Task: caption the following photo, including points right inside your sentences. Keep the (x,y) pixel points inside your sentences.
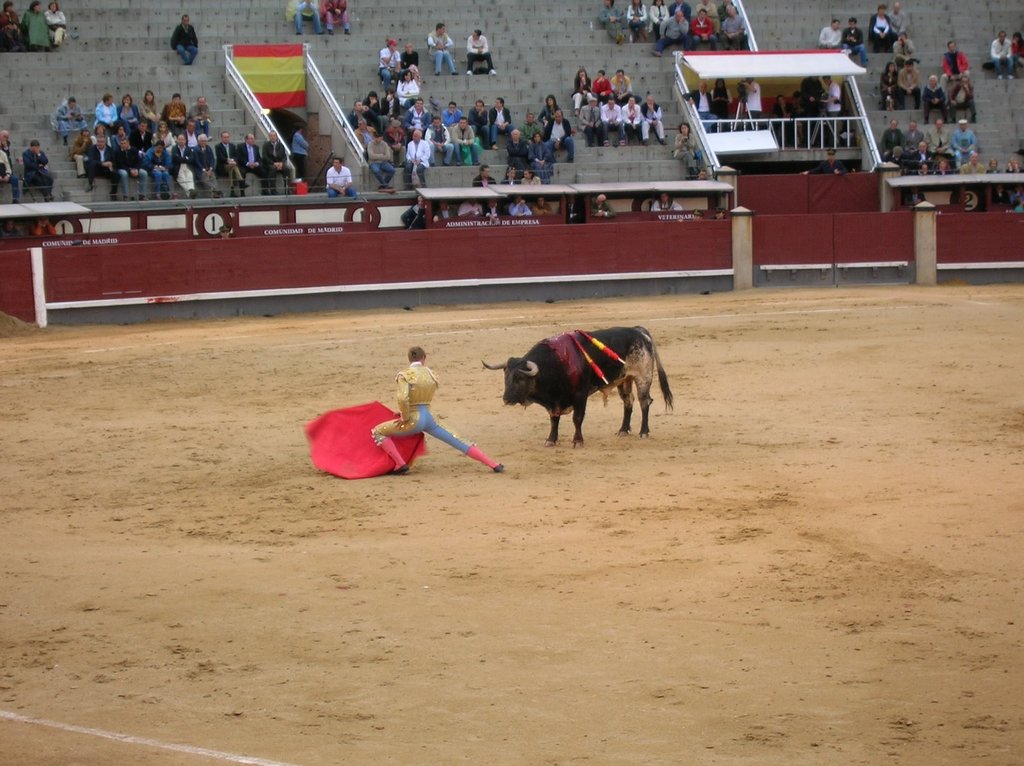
There is a bull (619,366). Near to the bull (574,375) there is a person (414,410) holding a red color cloth (354,431). In the back (247,298) there is a wall (513,258). There are many people (204,160) sitting. There are railings (772,119).
